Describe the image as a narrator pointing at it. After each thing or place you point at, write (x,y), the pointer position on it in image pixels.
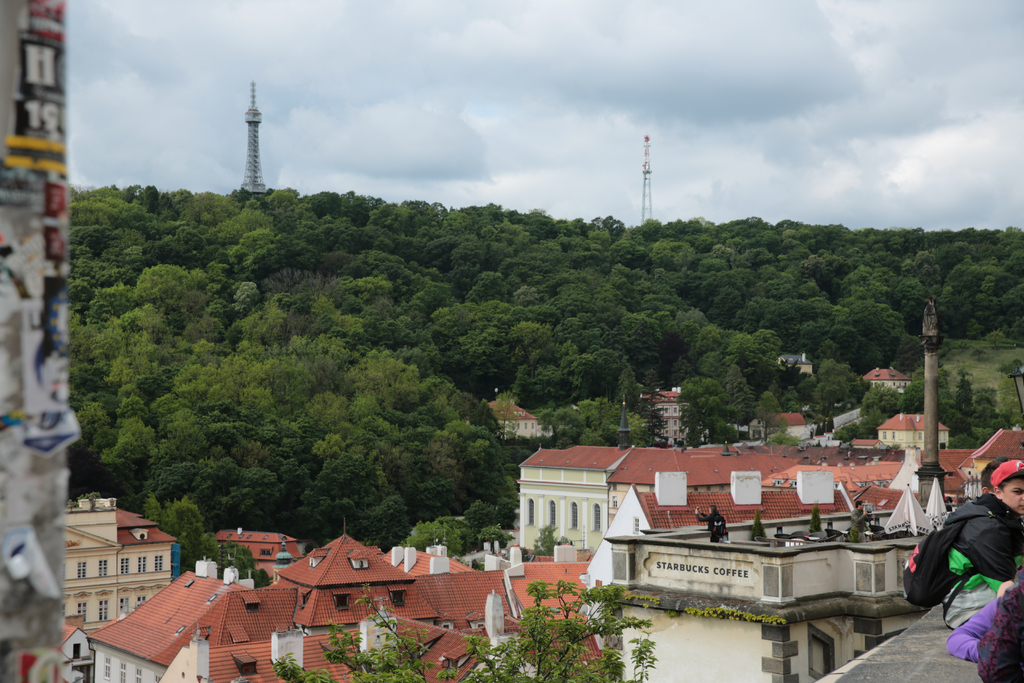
In the picture we can see an Aerial view of the buildings (134,564) and some tower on it and behind it, we can see many trees (473,475) and two towers (257,168) and in the background (469,186) we can see a sky (337,148) with clouds (524,208).
